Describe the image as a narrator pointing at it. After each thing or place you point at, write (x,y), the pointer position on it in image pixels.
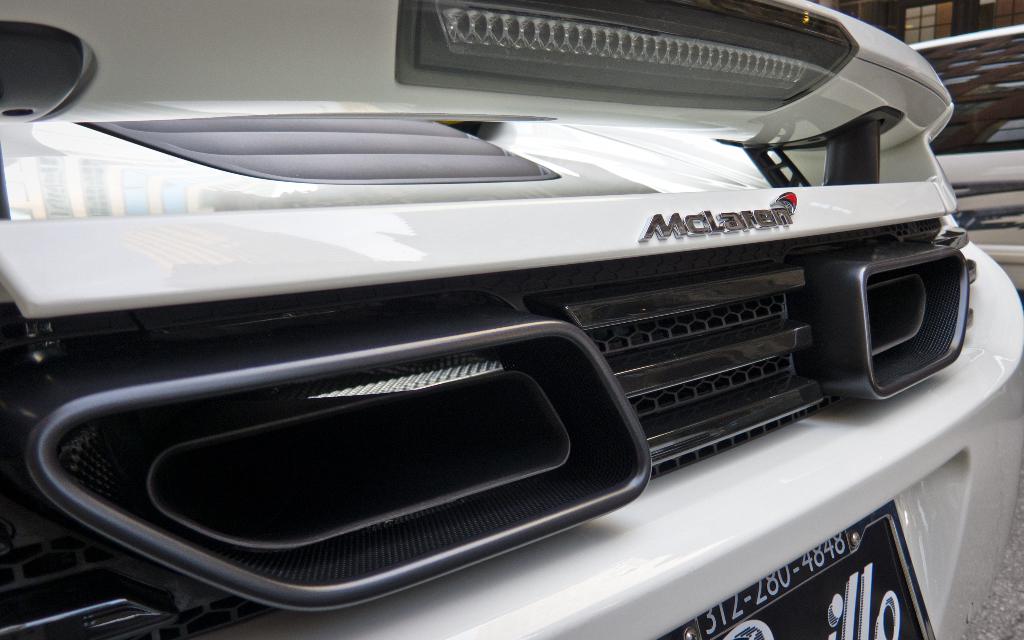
In this image there is a car (646,175). Only the back part (581,161) of the car (817,304) is clicked in the image. There is text (712,233) on the car (698,208). At the bottom (793,598) there is a number plate (813,579). In the center (647,397) there is a bumper (587,537).
